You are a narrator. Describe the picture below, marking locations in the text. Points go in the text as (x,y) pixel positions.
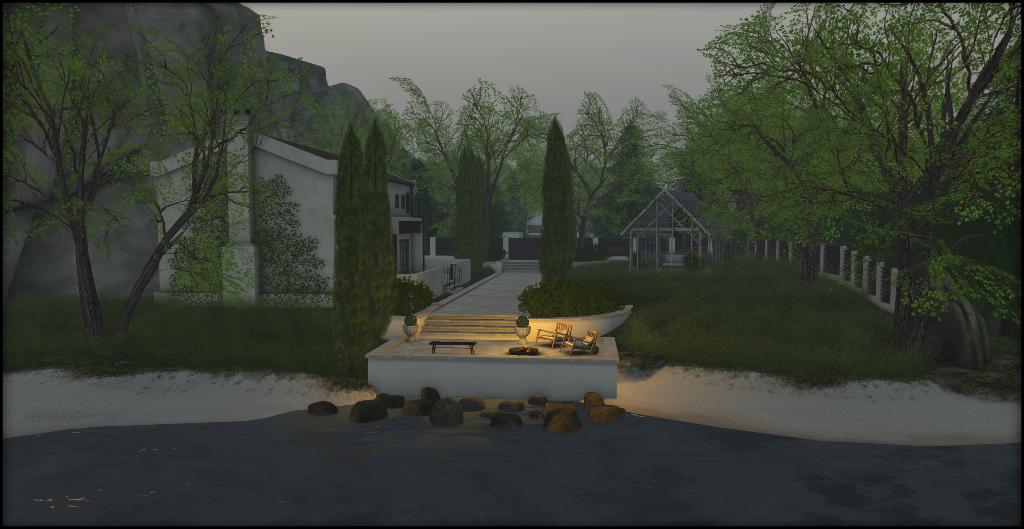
In the foreground (468,420), I can see stones (506,406), chairs (594,339), bench (458,344), houseplants (522,328) on a cement table (498,353). In the background (183,339), I can see trees (351,297), buildings (408,244), fence (596,241), shed (646,236), grass (699,271), mountains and the sky (541,76). This image looks like an edited photo.
